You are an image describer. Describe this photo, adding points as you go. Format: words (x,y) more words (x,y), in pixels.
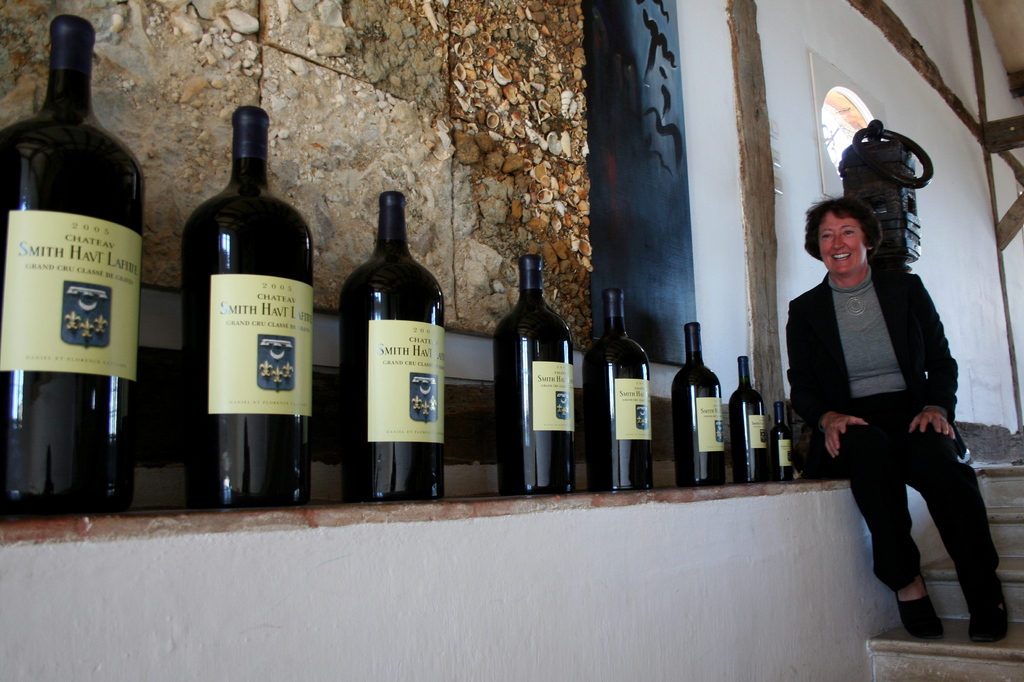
In this image we can see beverage bottles (64,380) placed on the wall (634,498). On the right side of the image (901,557) we can see woman (884,467) sitting at the stairs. In the background (775,129) there is a wall (693,116), ventilator (844,118).
